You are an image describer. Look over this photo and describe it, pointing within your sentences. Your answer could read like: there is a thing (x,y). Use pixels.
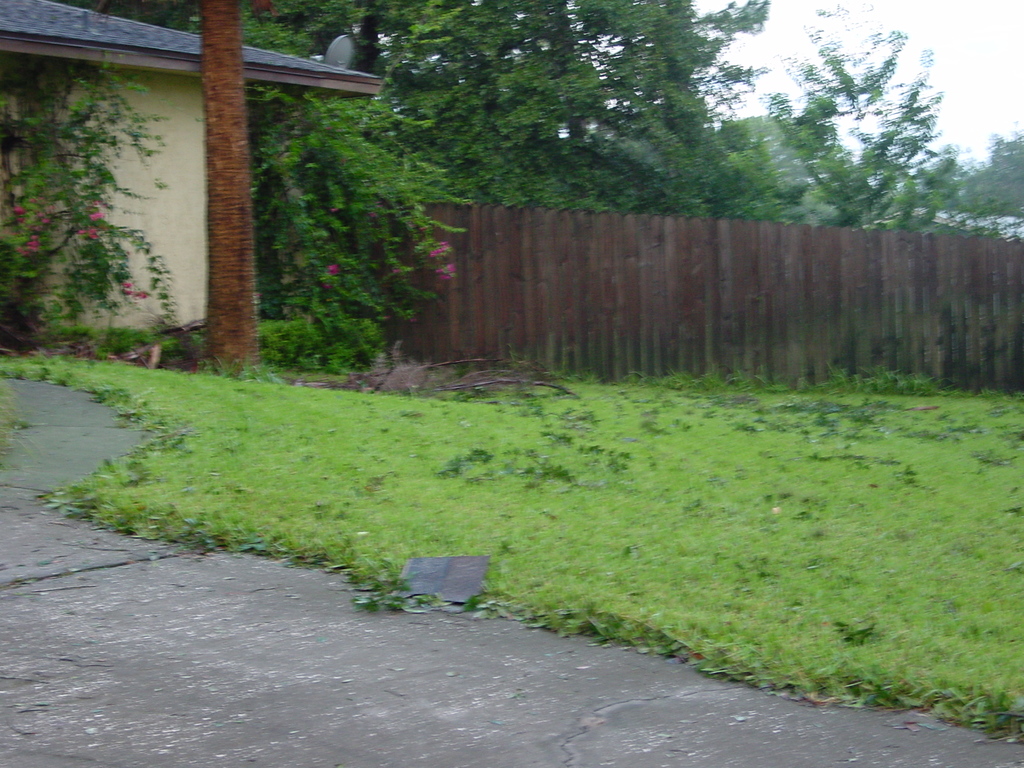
In this image I can see a path (246,627) in the front (191,618) and in the background (964,430) I can see grass ground (573,386), number of trees (301,27), the wall (492,256) and a building (17,16) on the left side (33,46).
